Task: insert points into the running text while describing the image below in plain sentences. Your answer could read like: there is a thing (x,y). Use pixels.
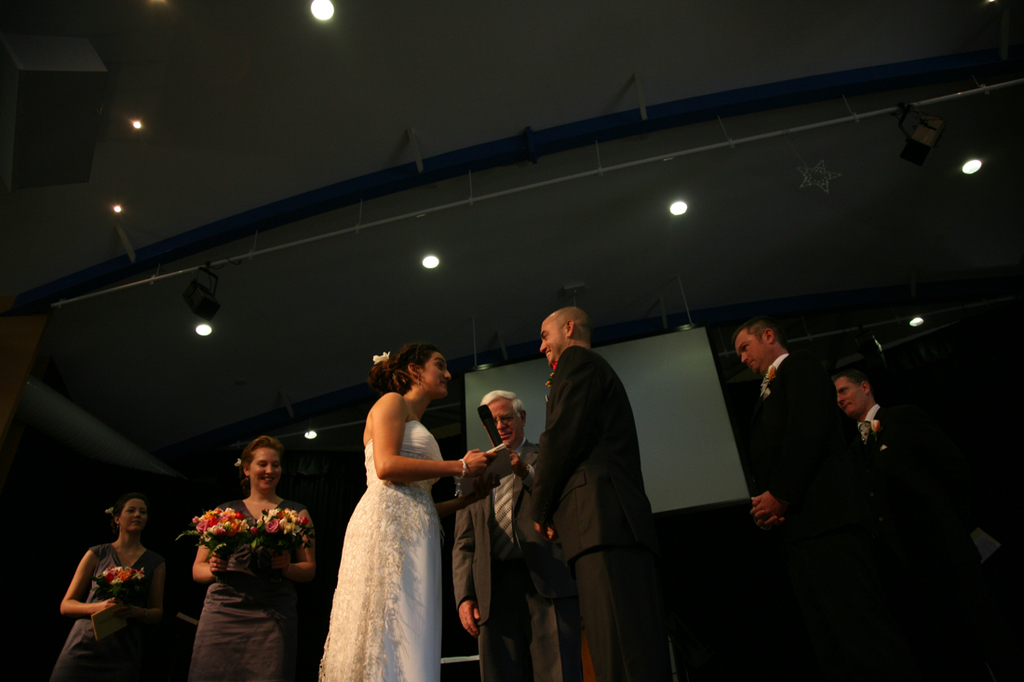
In this image we can see a group of people (478,577) standing. One person (556,562) is holding a, microphone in his hand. Two women (296,552) are holding bouquets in their hands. One woman (123,639) is holding a book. In the background (698,397), we can see a screen (647,409), poles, some pipes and some lights (924,130) on the roof (855,277).
